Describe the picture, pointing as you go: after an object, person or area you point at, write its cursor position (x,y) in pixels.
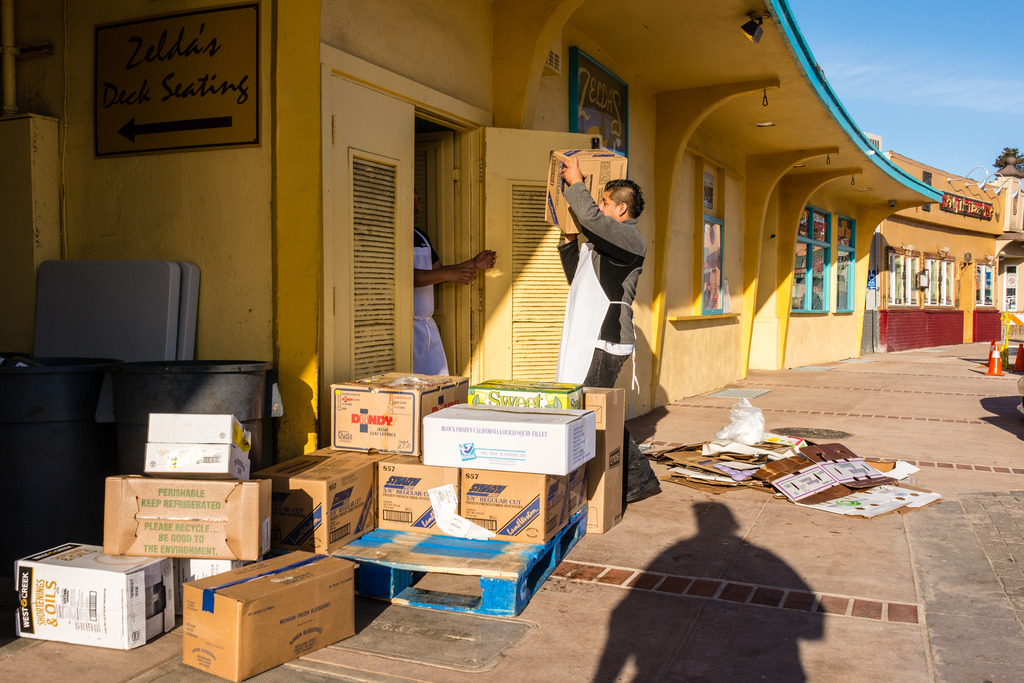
This picture is clicked outside the city. The man (611,302) in grey jacket (616,288) who is wearing a white apron (587,257) is holding a carton box (561,220). In front of him, we see a man (426,283) in white T-shirt (422,302) is standing. Beside them, we see a yellow door (382,342). Beside that, there are many carton boxes (314,560). Beside that, we see grey color boards (160,326). Behind that, we see a yellow wall (227,232) on which a board (218,86) is placed. We see some text (223,94) written on the board (108,91). There are buildings (743,273) in the background (814,254). On the right side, we see a traffic stopper (1018,321). In the right top of the picture (892,101), we see the sky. At the bottom of the picture (635,592), we see the shadow (635,585) of the man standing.
